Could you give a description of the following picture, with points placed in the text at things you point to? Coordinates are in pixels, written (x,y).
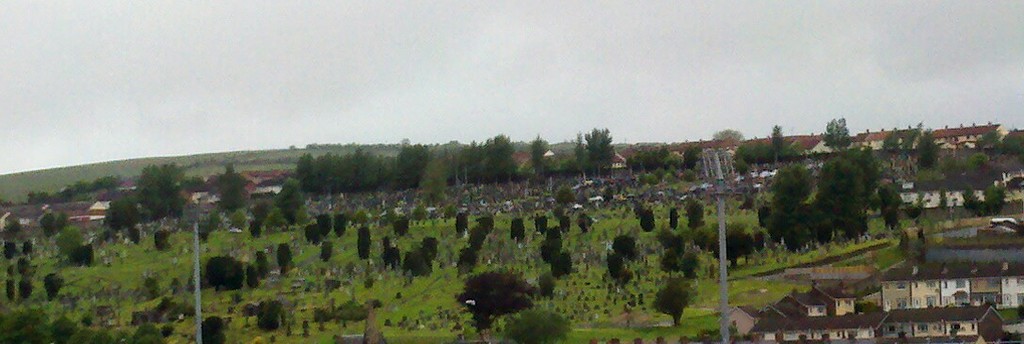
In this picture we can see some houses (927,285), trees (800,246) and grass (653,260).
